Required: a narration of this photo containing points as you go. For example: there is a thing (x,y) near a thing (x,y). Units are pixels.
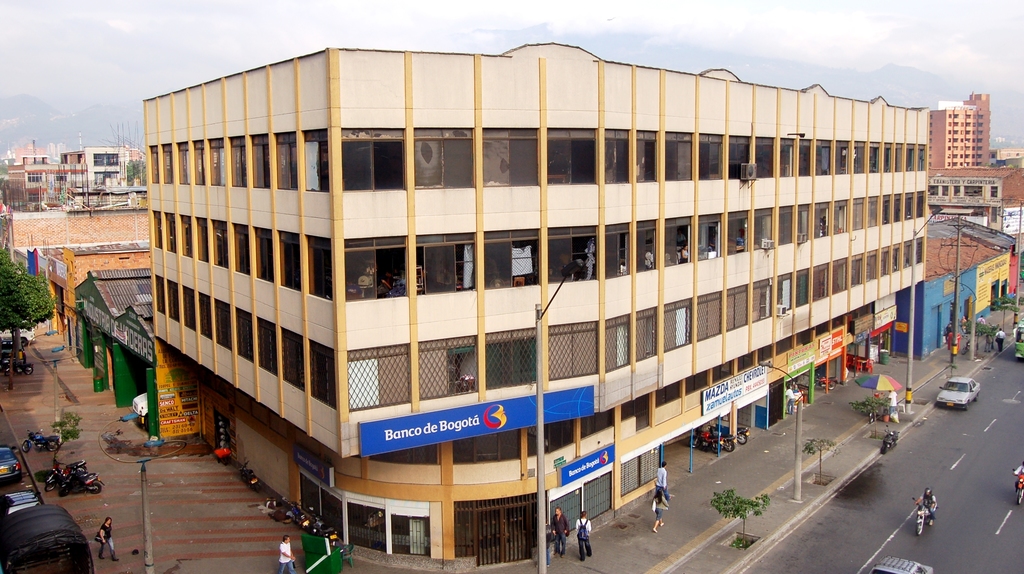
At the center of the image (426,282) there are buildings (733,302) and stalls (121,349), in front of the buildings (295,453) there is a road (909,496). On the road (953,428) there are some moving vehicles (932,496) and there are a few people (981,318) walking and bikes (819,385) parked on the pavement (874,365) of the road (851,504) and we can see there are some trees (13,307). In the background (172,25) there is a sky (834,26).
